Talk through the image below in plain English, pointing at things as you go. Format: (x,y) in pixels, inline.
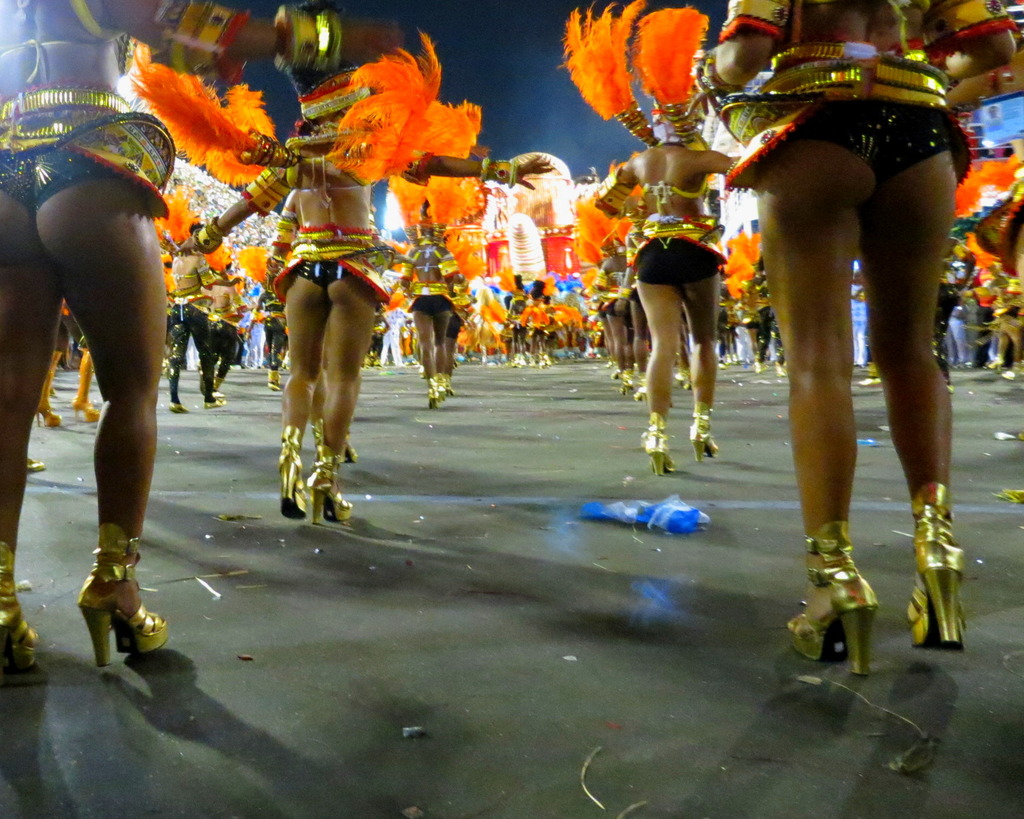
In this image I can see group of people (350,375) dancing, they are wearing black and orange color dress (930,106). Background (1009,119) I can see a screen (996,114) in blue color.
